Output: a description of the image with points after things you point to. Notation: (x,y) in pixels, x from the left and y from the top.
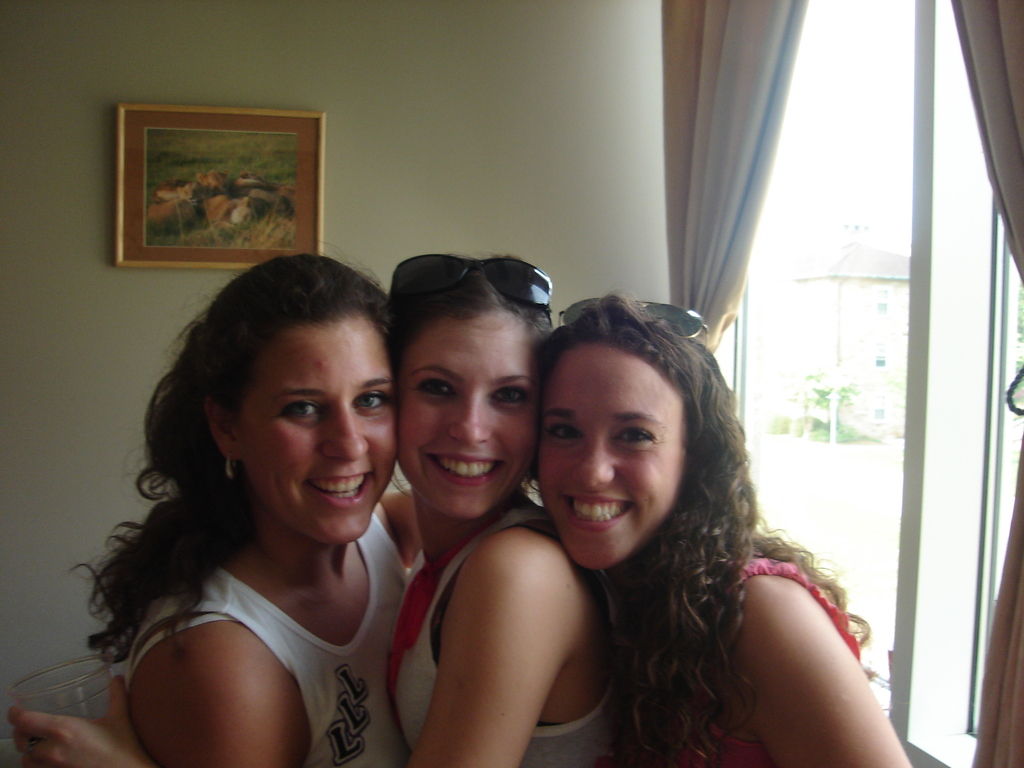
In this picture, we see three women (609,535) are standing and they are smiling. They are posing for the photo. The woman (329,449) in the left (162,692) is holding a glass (75,678) in her hand (32,757). Behind them, we see a white wall (104,340) on which a photo frame (175,134) is placed. On the right side (683,233), we see the curtains (722,185) and the glass windows (846,344) from which we can see the trees (814,397) and the buildings (874,357).
